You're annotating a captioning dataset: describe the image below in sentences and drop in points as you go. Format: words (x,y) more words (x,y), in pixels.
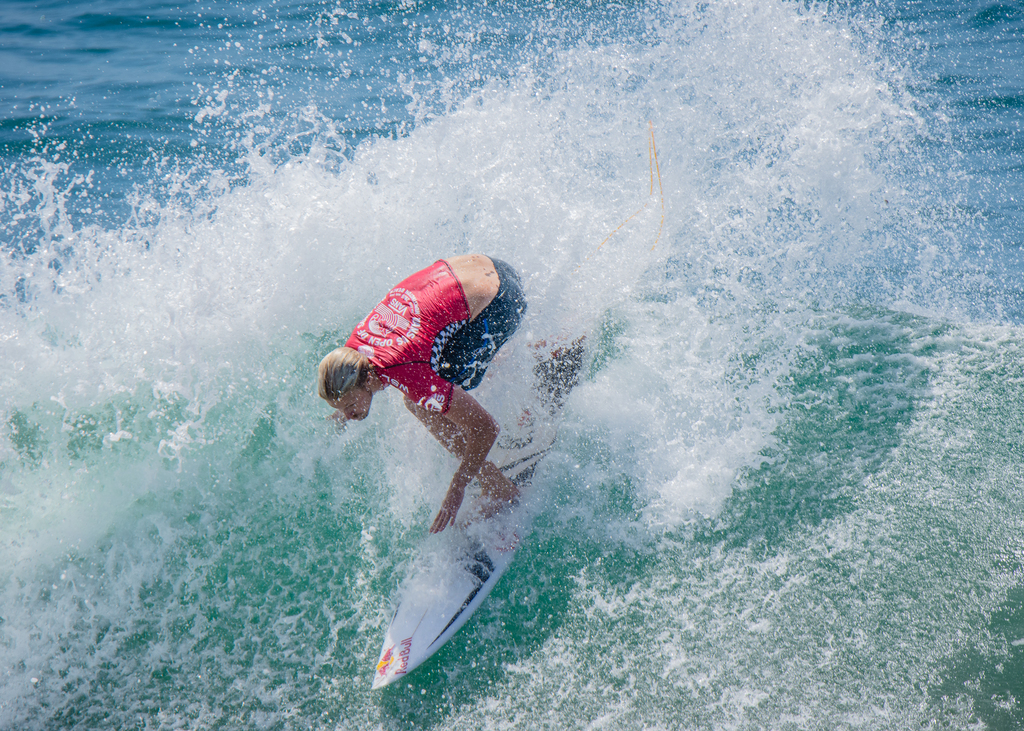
In this image I can see a person (430,337) wearing a t-shirt (419,322), short (474,349) and surfing a board (439,591) on the water (153,546).
